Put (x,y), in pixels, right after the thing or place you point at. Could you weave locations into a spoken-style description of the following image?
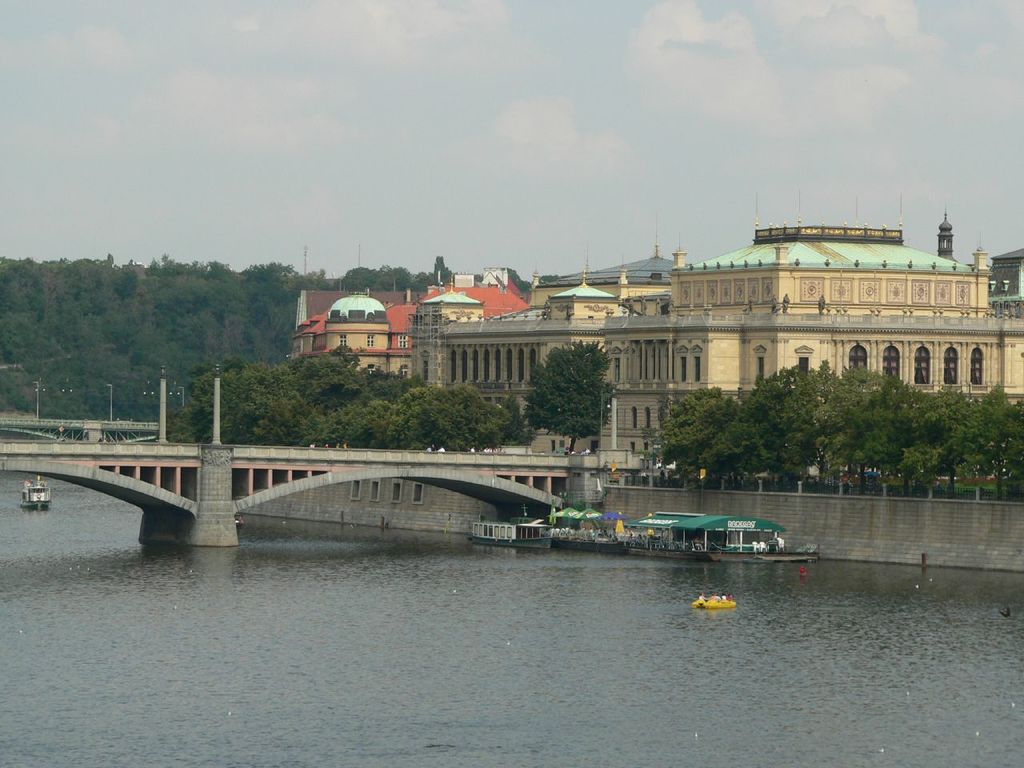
In the image there is a palace (713,323) in the back (557,319) with trees (304,387) in front of it and a bridge (515,469) in the middle (355,469) over a lake (324,642) with ships (616,549) in it and above its sky (666,128).
